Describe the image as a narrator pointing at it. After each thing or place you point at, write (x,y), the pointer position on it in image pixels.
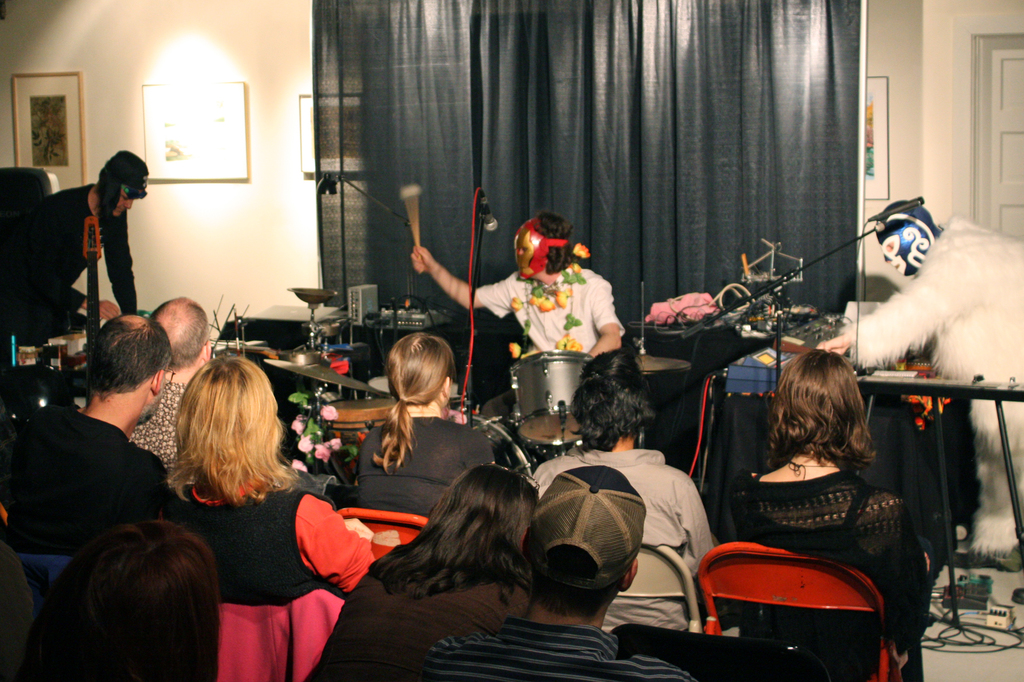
This is an inside view. At the bottom (135,592) there are few people (400,574) sitting on the chairs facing towards the back side (290,562). In the background (545,296) there is a person (557,324) sitting and playing the drums (313,329). On the right (932,292) and left sides of the image there are two persons (909,278) wearing costumes (956,373). In the background (111,53) there is a wall (157,49) on which few frames (153,128) are attached and also I can see a black color curtain (544,73). On the right side (1000,100) there is a door (1000,114).
